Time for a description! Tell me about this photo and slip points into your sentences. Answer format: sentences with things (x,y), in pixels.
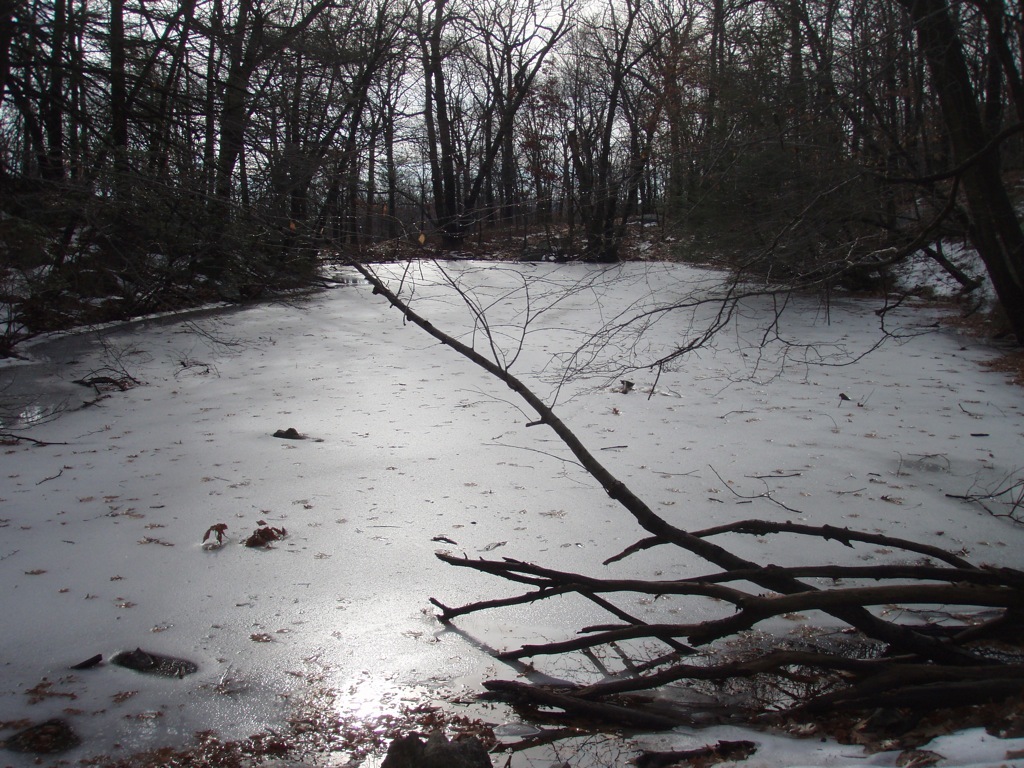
In this image, we can see some trees (729,194), at the top (577,5) there is a sky (586,19).
